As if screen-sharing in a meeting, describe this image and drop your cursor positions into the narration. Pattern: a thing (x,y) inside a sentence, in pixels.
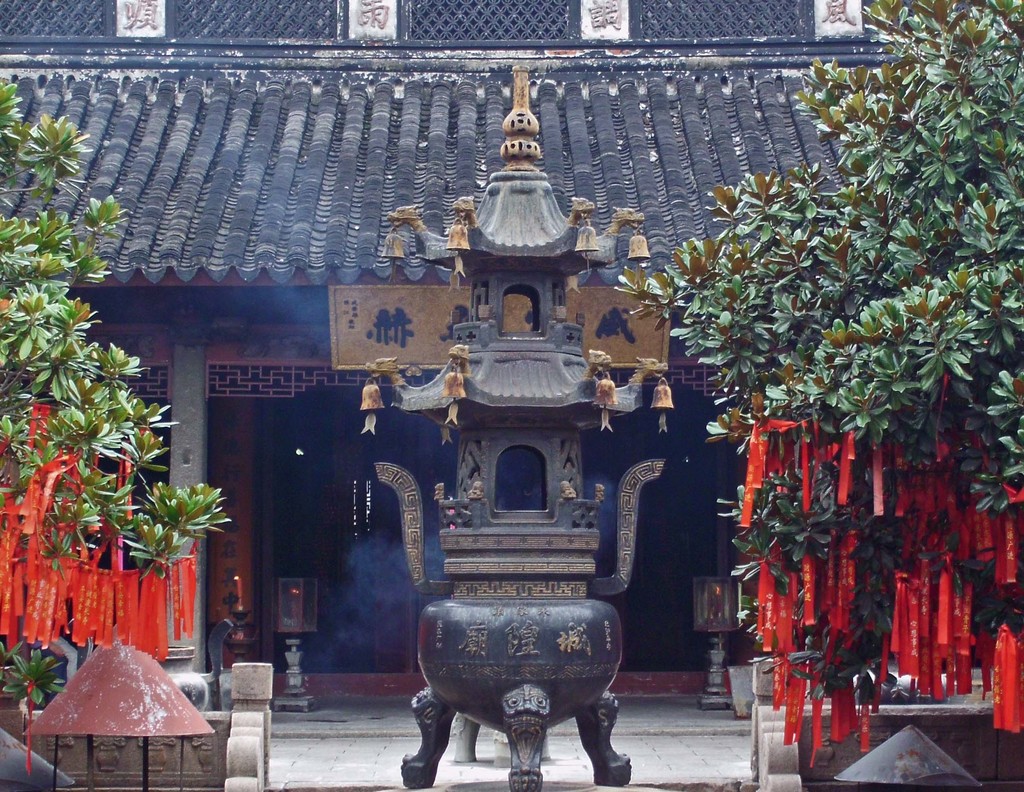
There is a sculpture (527,542) in the middle of this image (484,515) and there are some trees (120,506) on the left side of this image (120,506) and on the right side of this image (843,443). There is a house (427,458) in the background (222,440).
